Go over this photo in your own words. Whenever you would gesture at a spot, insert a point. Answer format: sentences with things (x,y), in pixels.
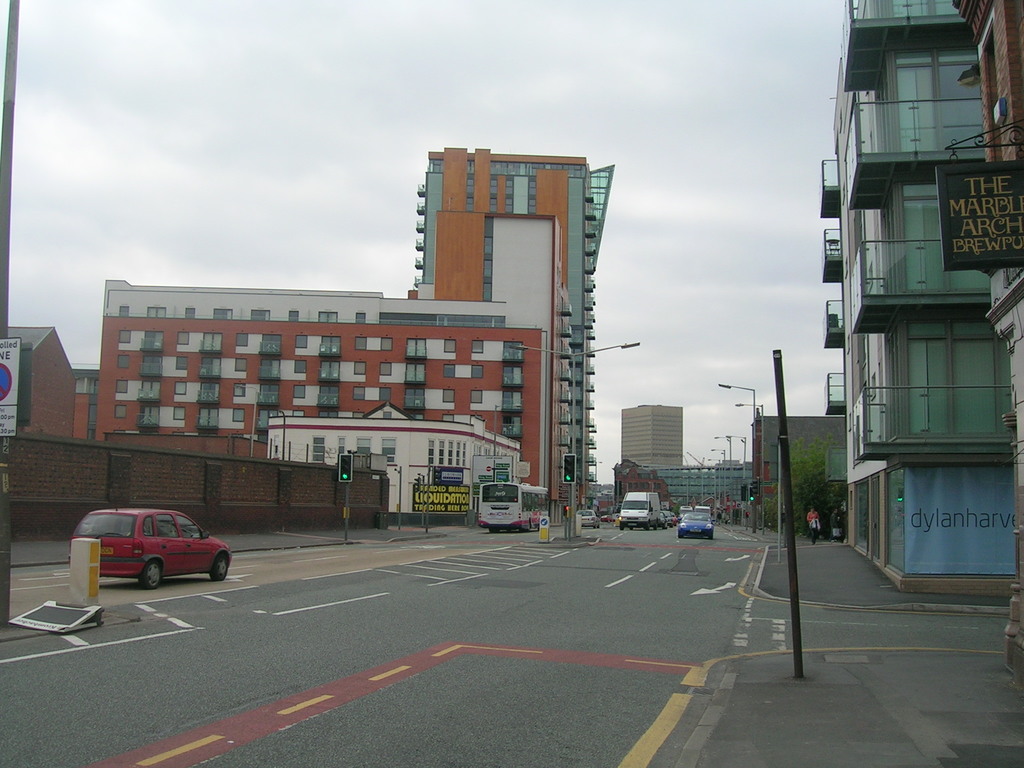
In this picture we can see vehicles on the road (666,663), poles (9,27), boards (455,491), traffic signals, lights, buildings (645,432) and leaves (801,471). In the background of the image (687,256) we can see the sky (686,271).
